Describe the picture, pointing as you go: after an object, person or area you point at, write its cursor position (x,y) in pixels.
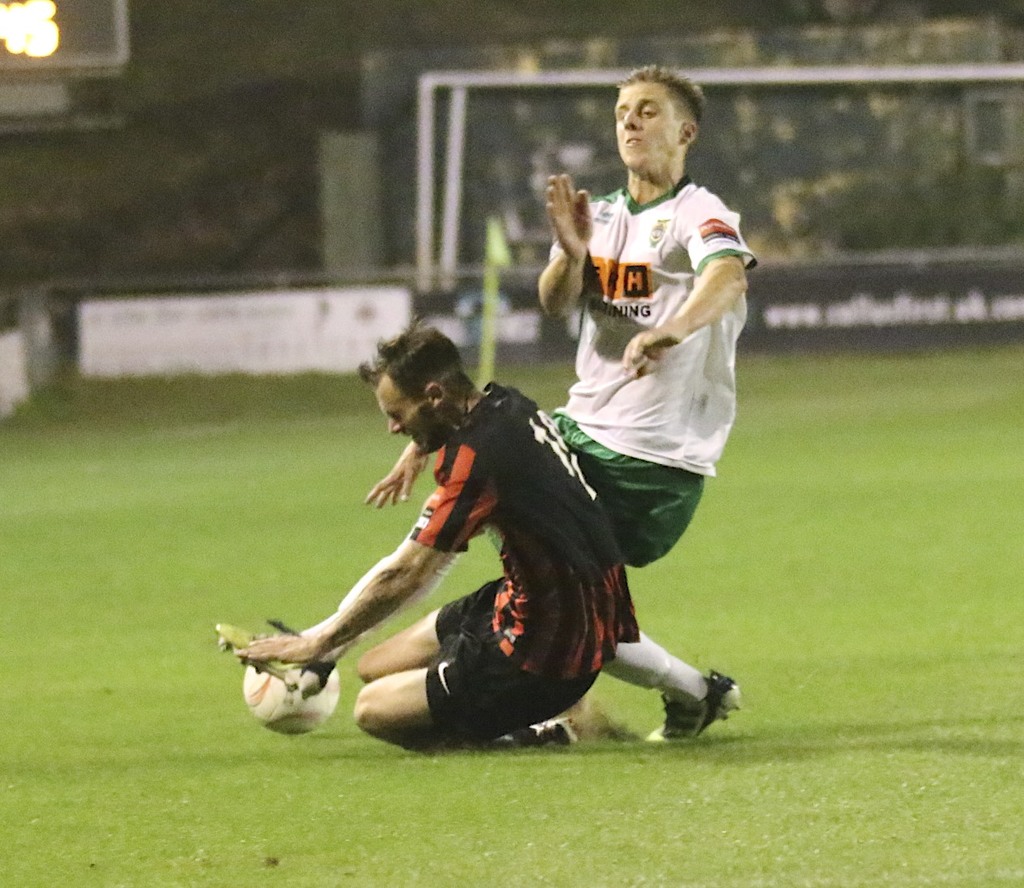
In this image, we can see green grass (804,824) on the ground (466,759), there are two persons (646,401) playing a game, we can see a football (299,706).
